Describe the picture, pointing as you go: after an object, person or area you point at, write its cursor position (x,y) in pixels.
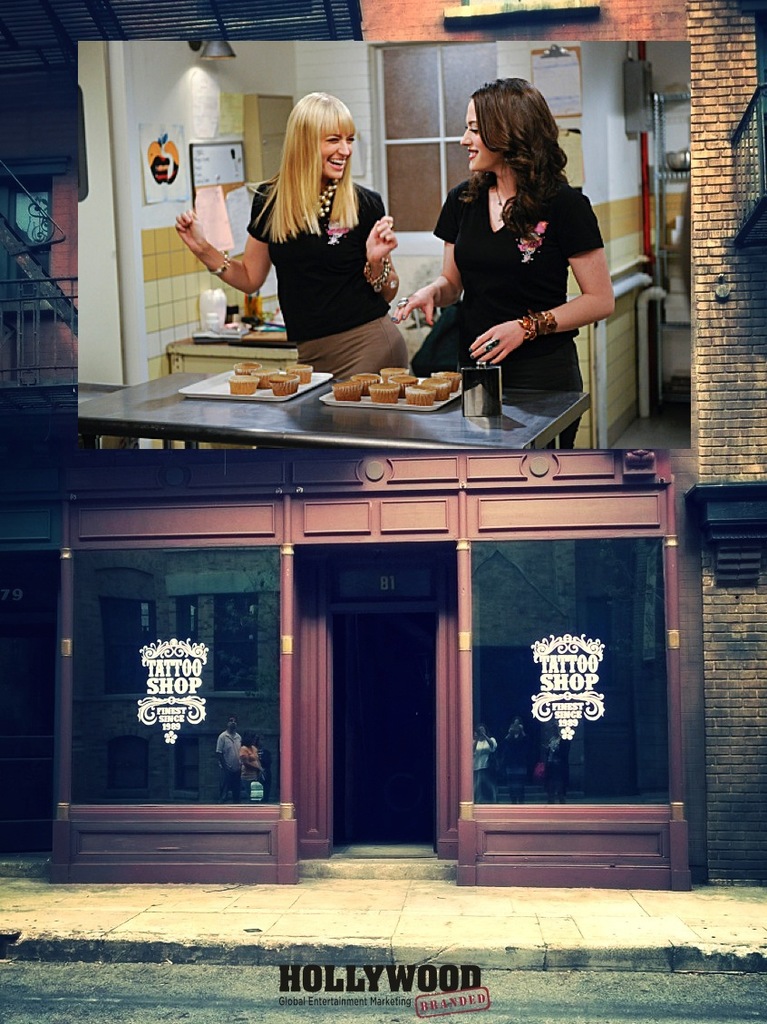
this picture shows a screen (245,332) on the store (360,486) and we see two woman (372,207) standing with a smile on their faces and we see some food (381,379) on the table (345,417).
